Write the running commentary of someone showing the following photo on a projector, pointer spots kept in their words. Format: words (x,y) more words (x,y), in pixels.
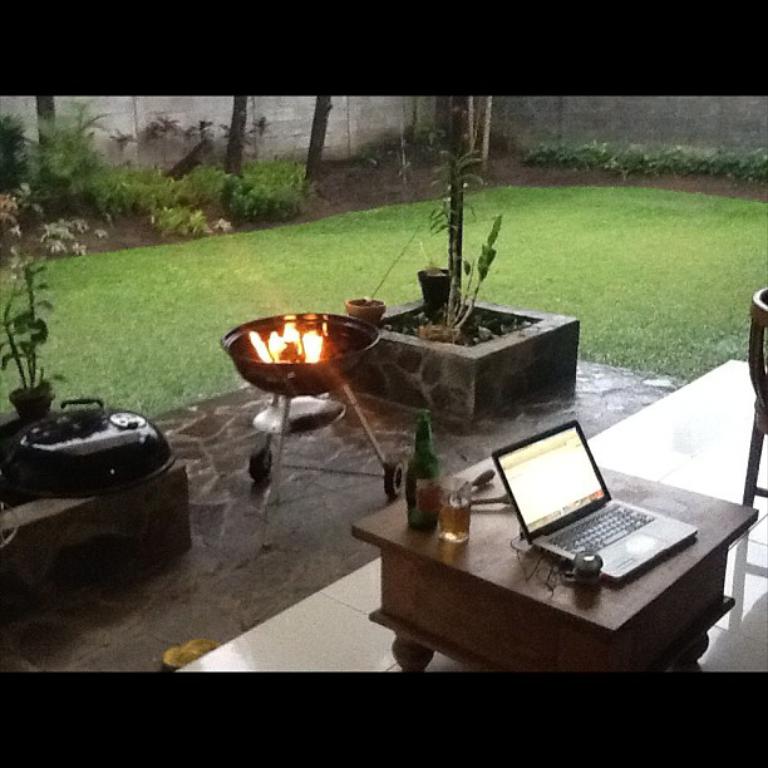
In this image I can see a table (663,576). On the table (550,594) there is a laptop (616,517), bottle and the glass (465,526). In front of it there is a fire bowl (301,375) and flower pots (347,307). In the background (312,137) there are trees (319,131) and the wall (543,136).
